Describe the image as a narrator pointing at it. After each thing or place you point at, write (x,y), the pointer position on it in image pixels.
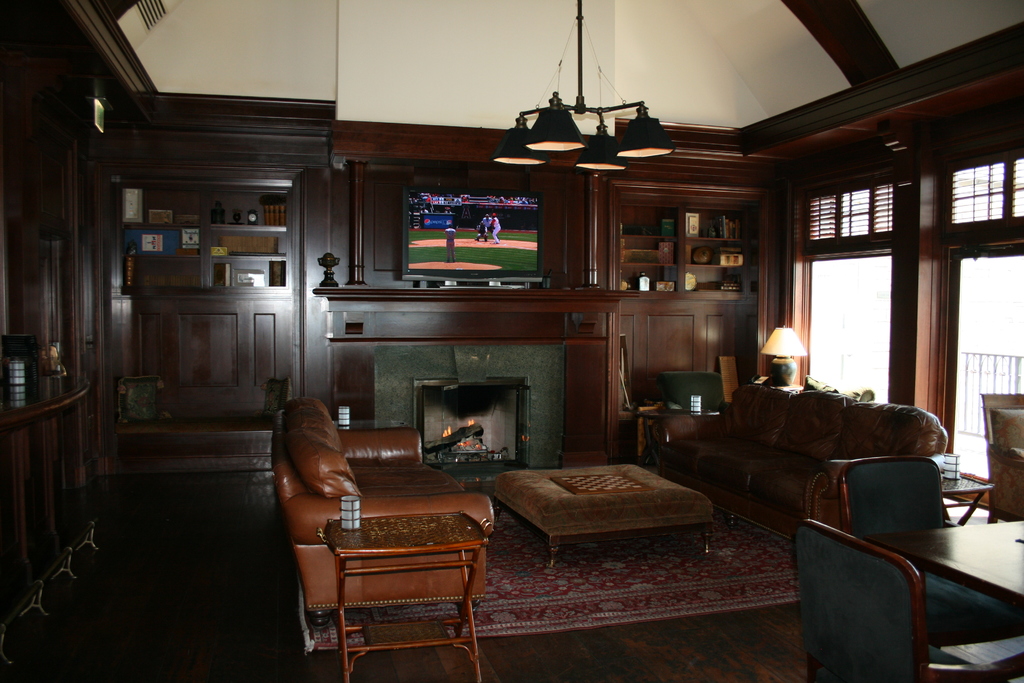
This picture is taken in the room (688,627), In the middle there is a sofa (392,477) which is in brown color and there is a table (466,565) in brown color and in the background (299,169) there is a television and there are some wooden blocks (228,316) in brown color.
